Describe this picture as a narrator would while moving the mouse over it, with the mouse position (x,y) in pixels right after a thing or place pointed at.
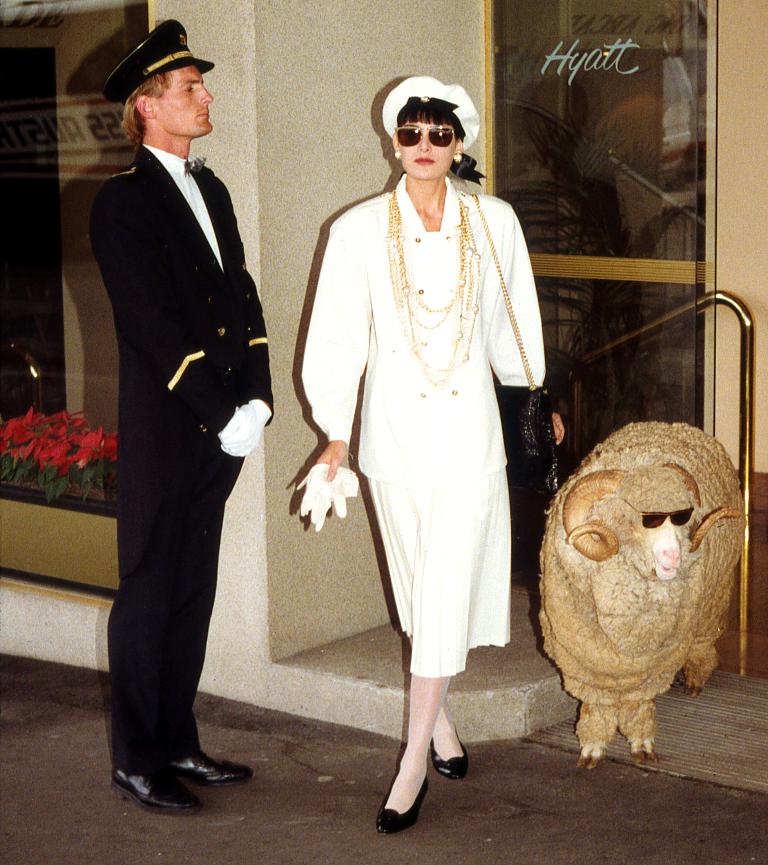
In the picture we can see a man (150,703) and a woman (370,455) and a sheep (581,489) are standing near the wall (717,378), beside the wall (333,176) we can see a glass door (656,378).
